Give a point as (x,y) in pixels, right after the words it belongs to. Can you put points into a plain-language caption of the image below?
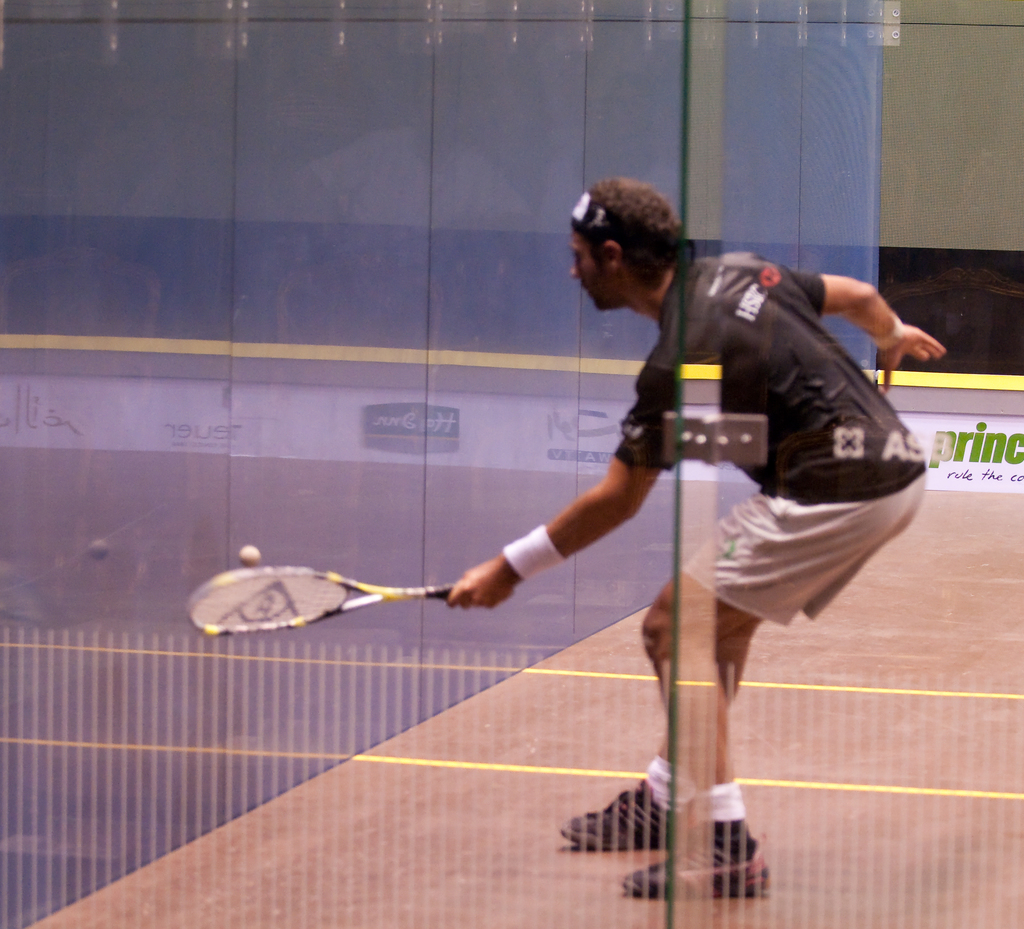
In this picture we can see a person (590,495) standing and holding a squash racket (208,609) with his left hand (454,584) and hitting the ball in the playground (302,833).
